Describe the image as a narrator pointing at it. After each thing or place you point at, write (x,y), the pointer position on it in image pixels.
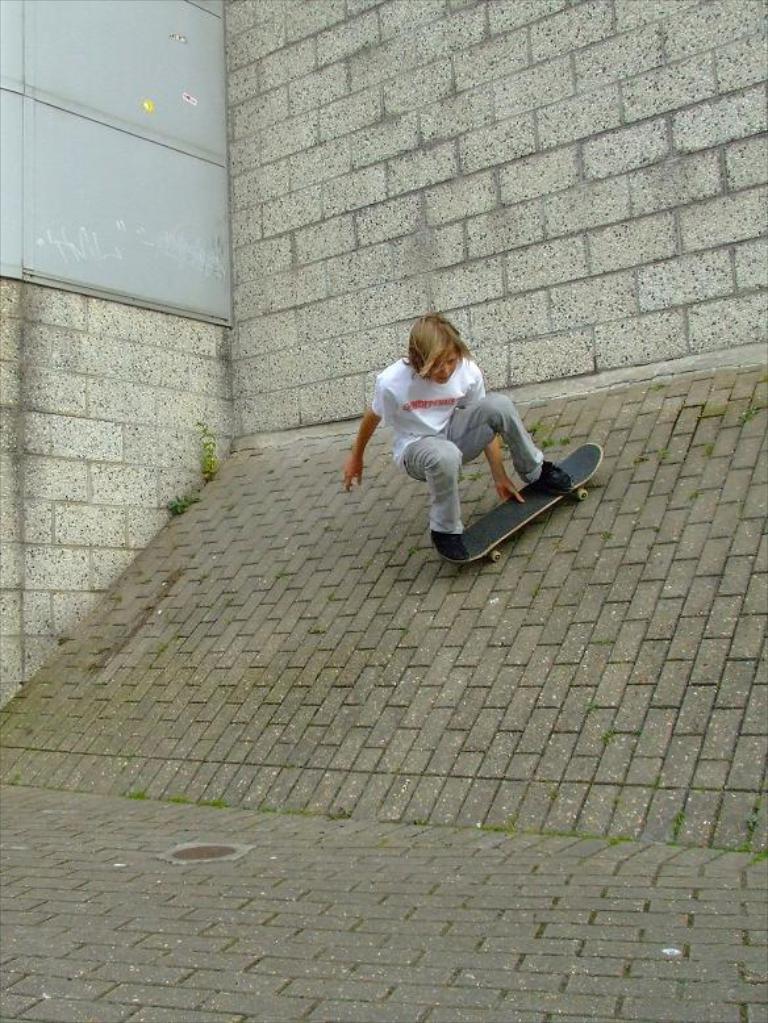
In this image in the center (444,415) there is one person (470,413) who is skating, at the bottom (203,863) there is pavement (598,867). And in the center (302,551) there is slope (242,705), and in the background (535,221) there is a building (399,194).
